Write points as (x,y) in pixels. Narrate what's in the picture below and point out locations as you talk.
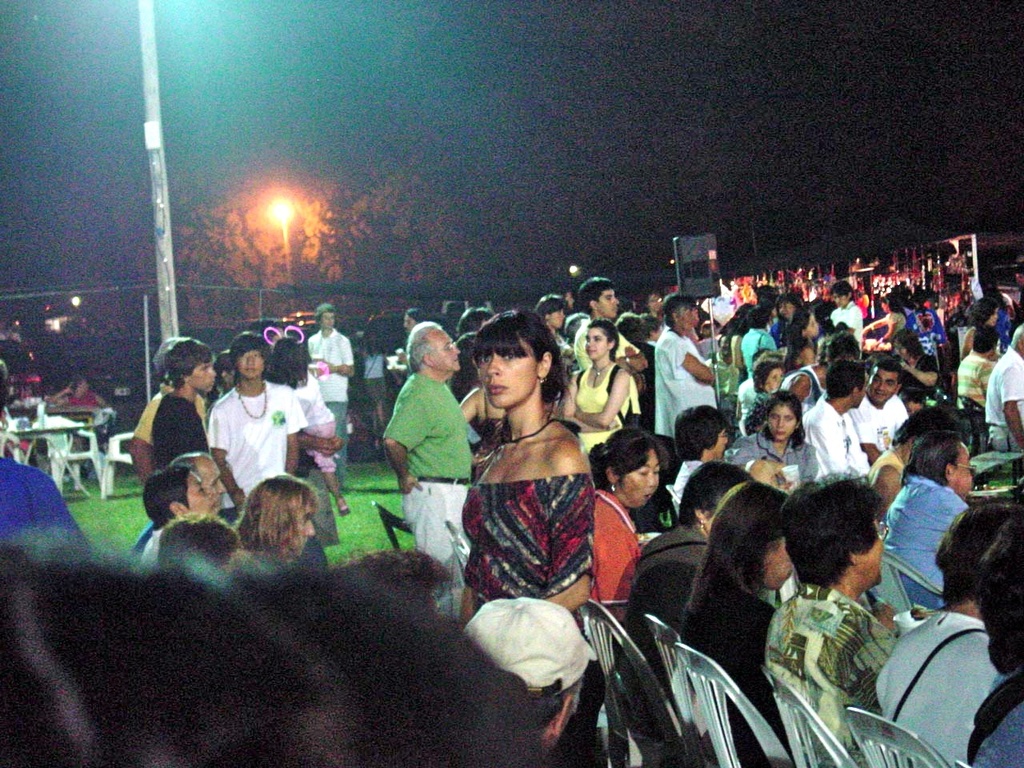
In this image, we can see persons (676,334) wearing clothes (584,544). There are some persons (905,581) sitting on chairs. There is a pole (155,78) in the top left of the image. There are chairs (66,444) on the left side of the image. There is light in the middle of the image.
